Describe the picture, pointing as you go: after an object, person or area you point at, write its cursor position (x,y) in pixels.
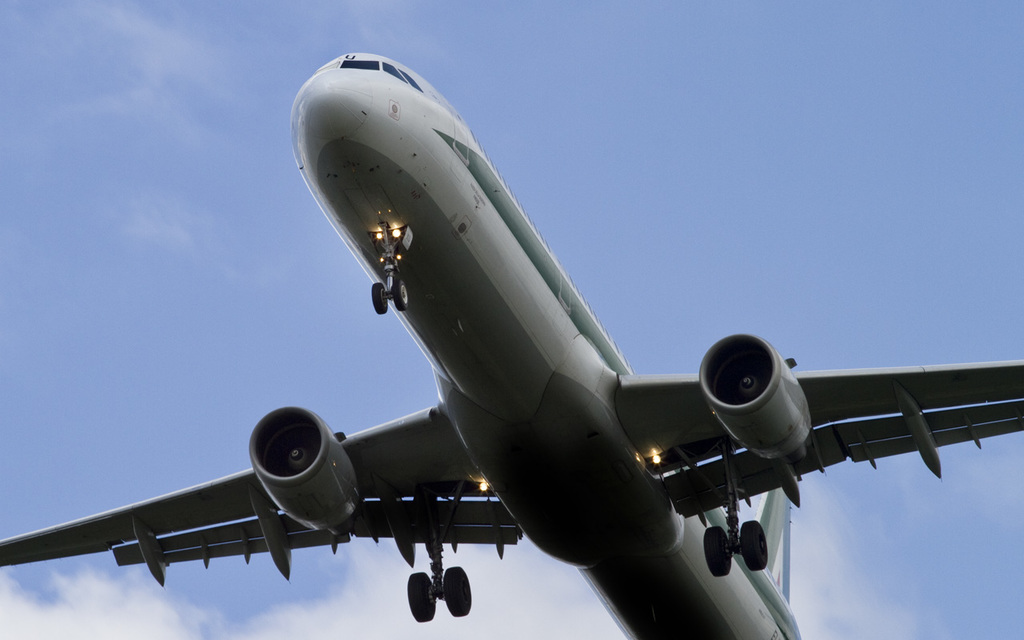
In this image there is an airplane (578,338) flying in the sky (670,99).
